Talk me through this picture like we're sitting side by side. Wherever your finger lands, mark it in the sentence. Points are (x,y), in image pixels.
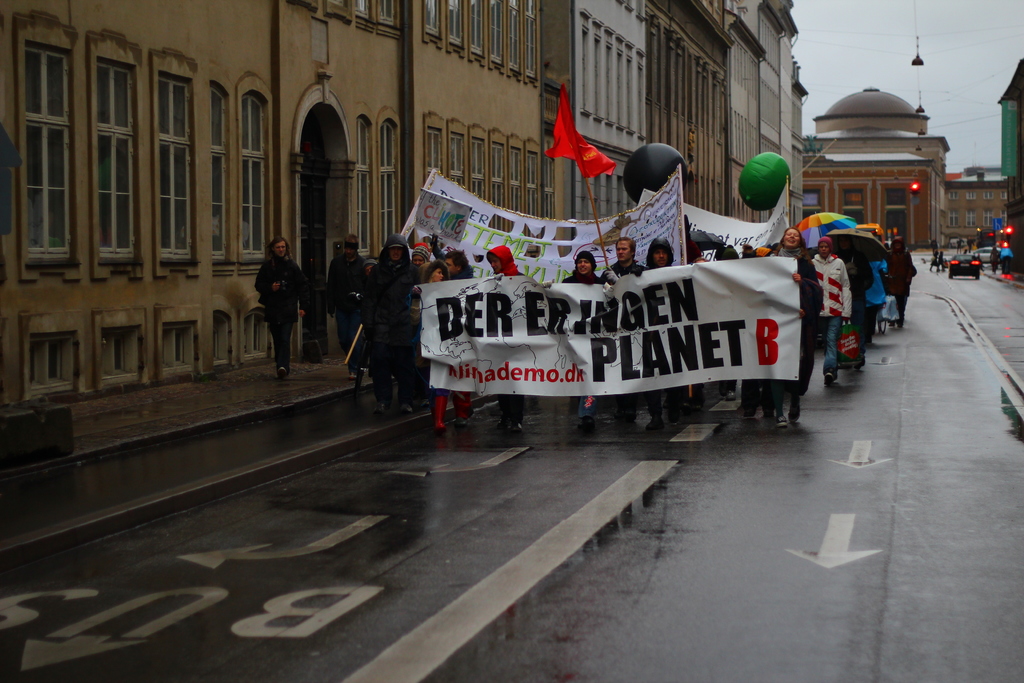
In the foreground of this picture (846,332), there is a crowd (834,332) holding banner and flags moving on the road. In the background (567,84), there are buildings (550,106), lights (1010,236), vehicles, cables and the sky (937,82).
